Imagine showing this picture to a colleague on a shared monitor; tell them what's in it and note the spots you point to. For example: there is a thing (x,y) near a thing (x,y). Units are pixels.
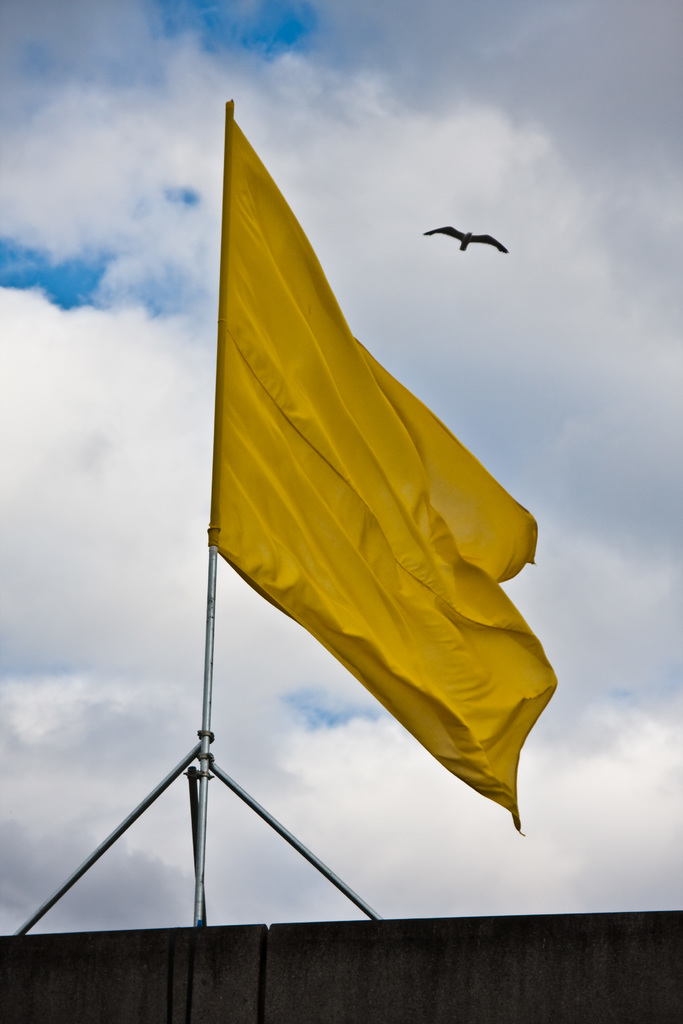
In this image I can see a flag (343,531) in yellow color. Background (10,246) I can see a bird (478,239), and sky (302,135) in blue and white color.
